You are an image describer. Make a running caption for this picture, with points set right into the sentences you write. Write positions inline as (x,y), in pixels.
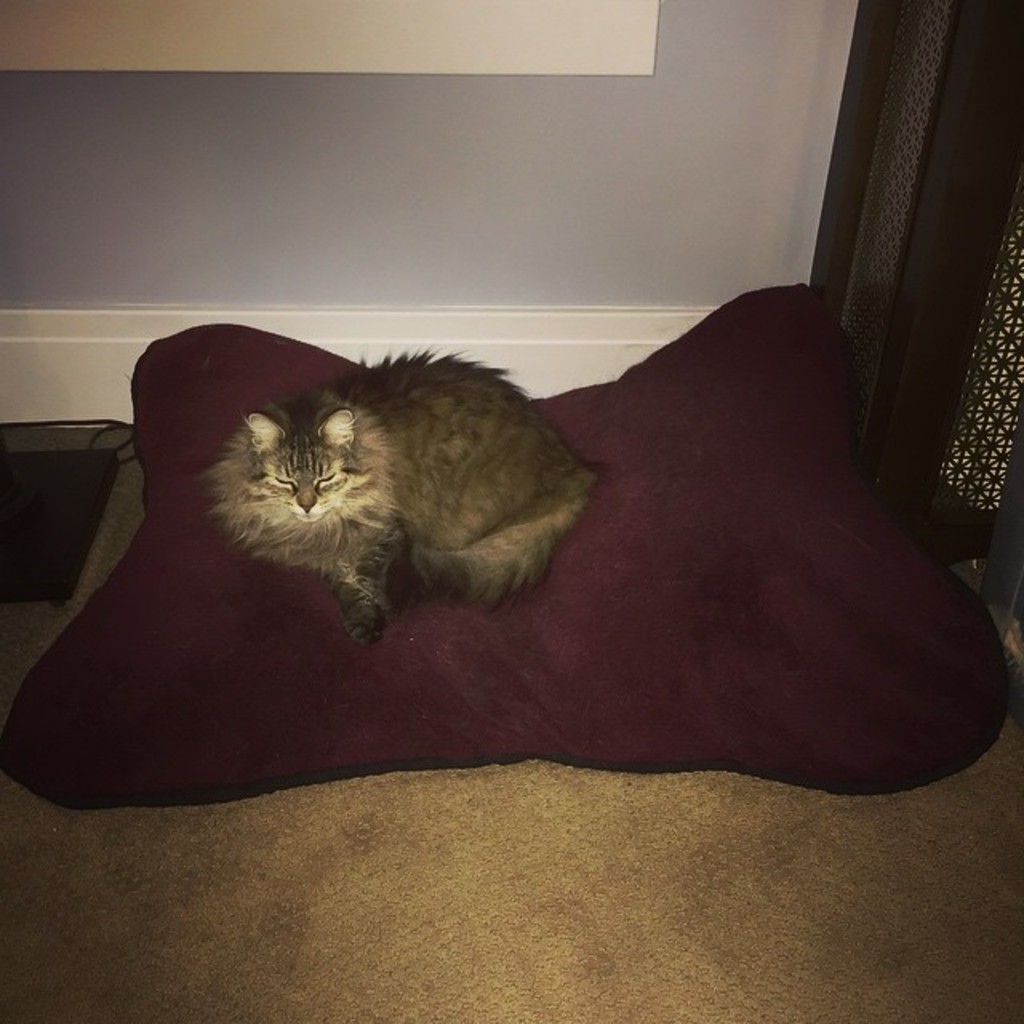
In this image there is a cat (427,533) sitting on the pillow (652,438). Beside the pillow (650,539) there is some object (17,489). At the bottom of the image (671,878) there is a mat (722,868). On the right side of the image (963,467) there is a door (944,476). In the background of the image (550,187) there is a wall (619,87).
